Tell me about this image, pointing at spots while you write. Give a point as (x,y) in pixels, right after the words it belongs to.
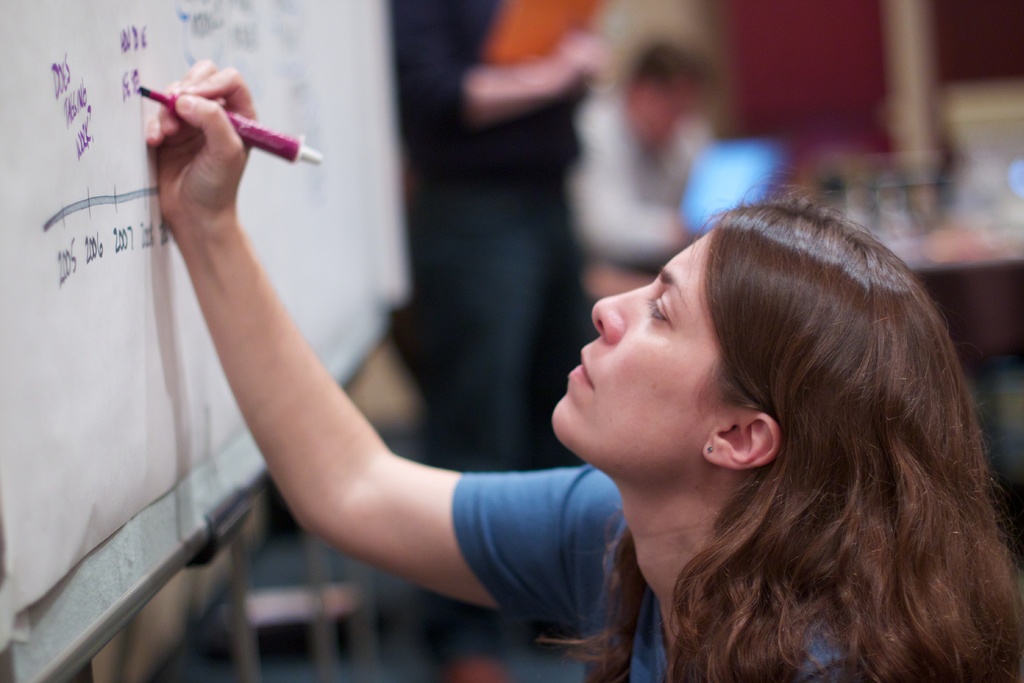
In this image, we can see a person (679,492) holding a marker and writing on a white chart (84,169). Background (797,146) we can see a blur view. Here we can see few people (613,193) and some objects (855,198). On the left side of the image (159,556), we can see a board (175,560).
